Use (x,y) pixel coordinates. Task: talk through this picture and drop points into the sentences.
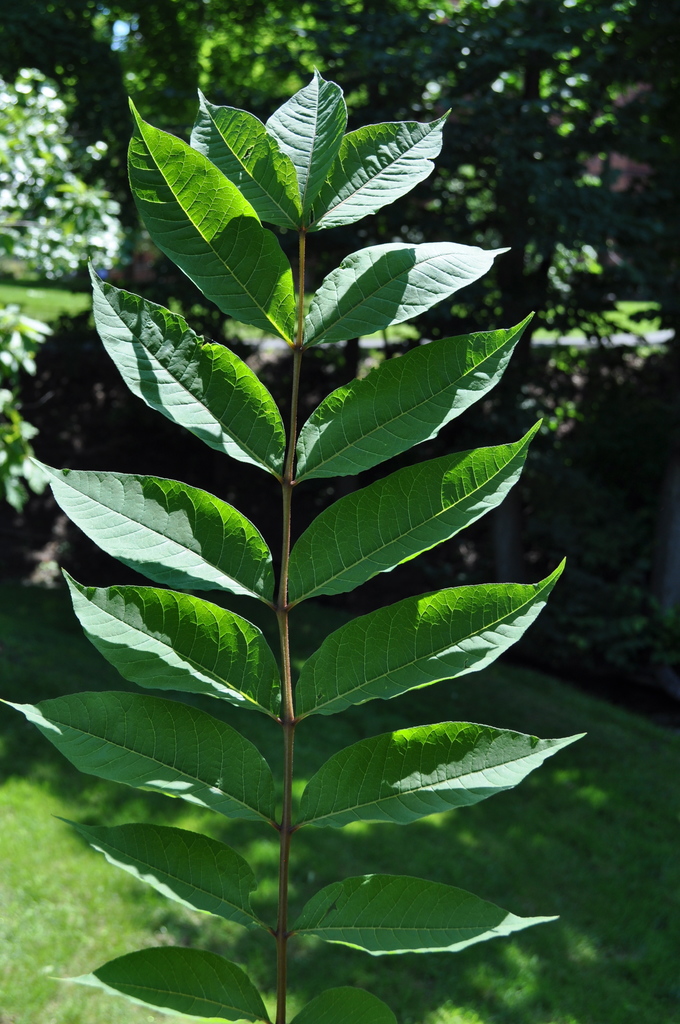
Here we can see a stem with leaves (268,546). This is grass (604,860). In the background (665,664) there are trees (31,437).
